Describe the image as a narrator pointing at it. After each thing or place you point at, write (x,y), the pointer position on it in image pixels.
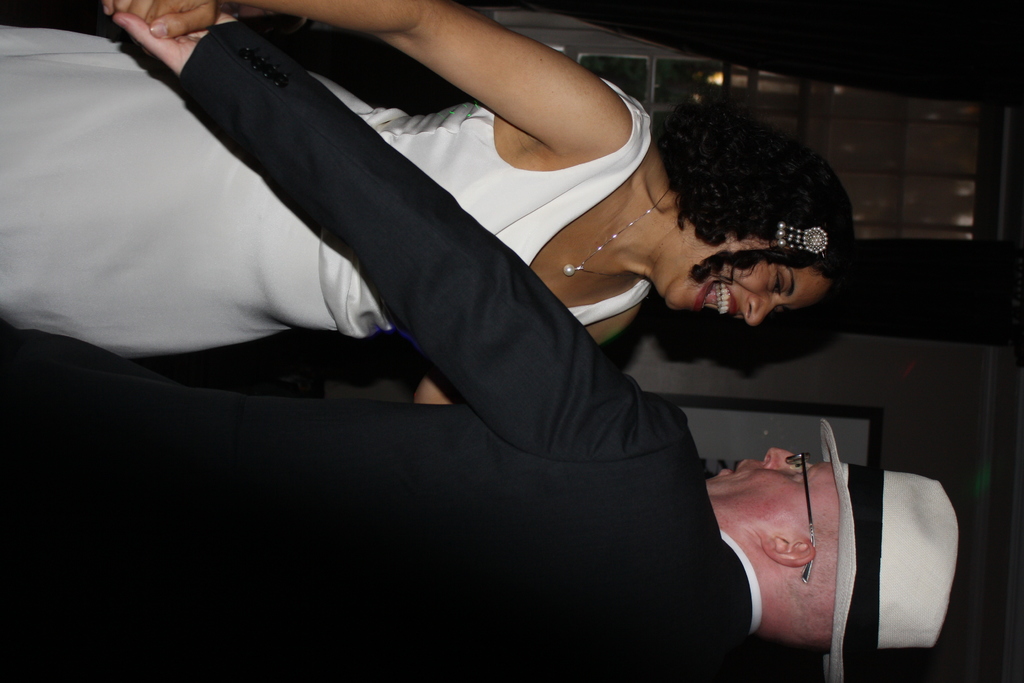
In this picture I can see a man (430,612) wearing hat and holding a woman hand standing in front of him.
